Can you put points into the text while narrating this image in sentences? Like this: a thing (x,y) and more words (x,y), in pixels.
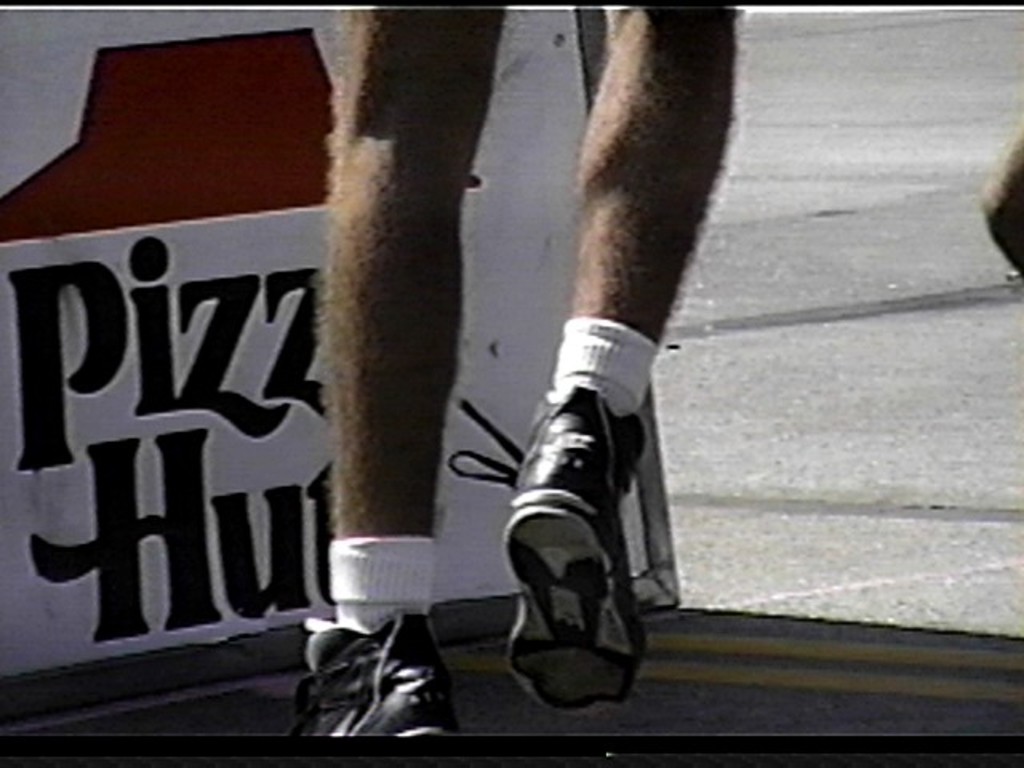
Here I can see a person's foot (413,547) wearing socks (385,561) and shoes (545,594). It seems like this person (537,517) is running on the road (694,665). On the right side (1002,217), I can see a person's hand (998,217) and on the left side (154,289) there is a board (106,114) on which I can see some text (185,552).
